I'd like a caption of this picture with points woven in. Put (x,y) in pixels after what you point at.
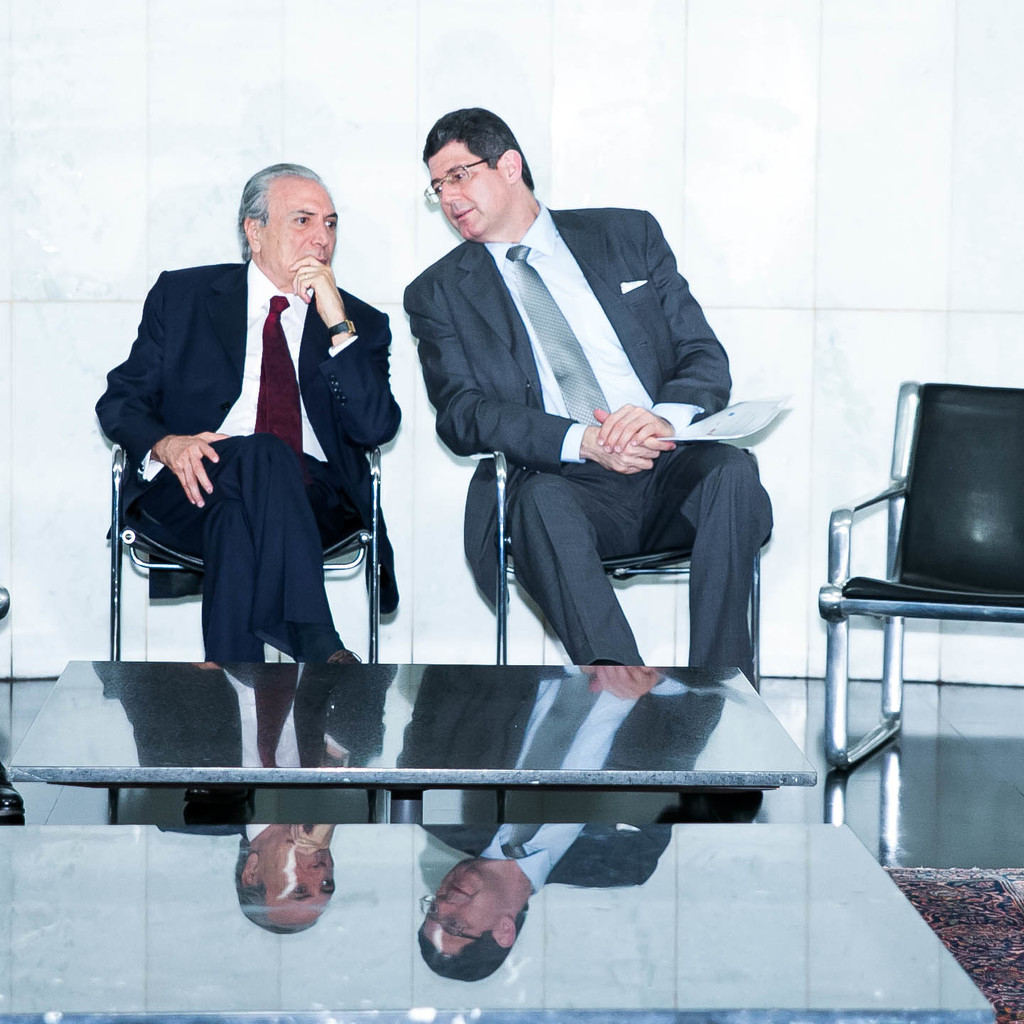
There are two people (362,489) sitting on chair (612,558). Person (609,545) on the right (697,388) is holding a paper (700,435) and wearing a specs (452,178). In front of them there are tables (416,781). Also a chair (935,579) is in the right side (943,531). In the background (796,181) there is a wall (51,339).
